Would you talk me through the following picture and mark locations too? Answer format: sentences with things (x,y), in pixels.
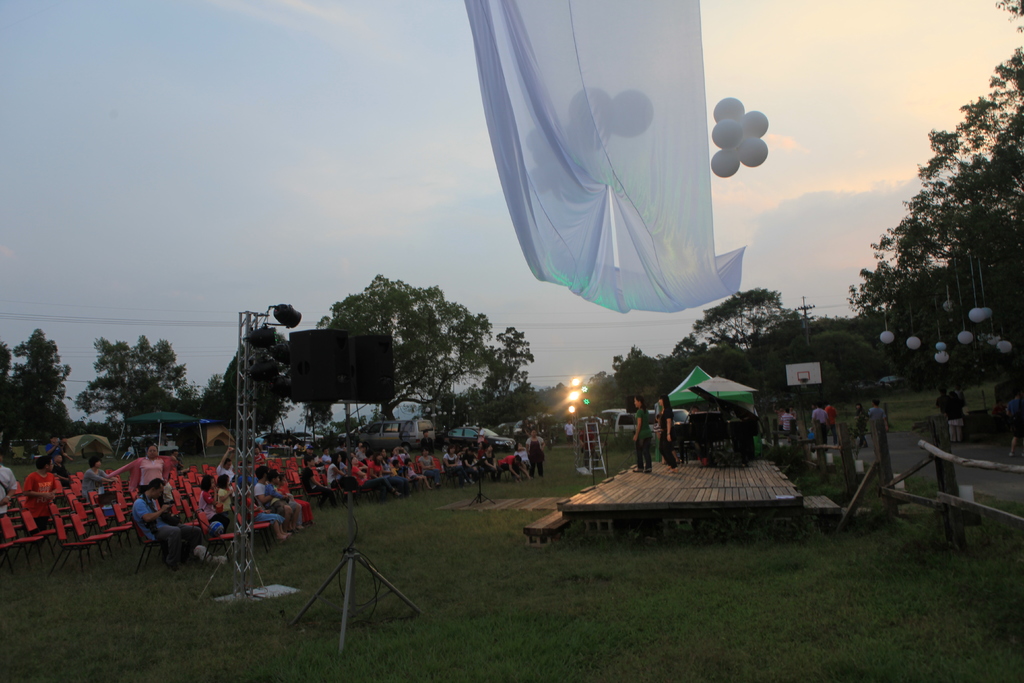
In this image, we can see some people (411,468) sitting on chairs (10,524). There are two persons (668,415) standing on the stage (662,465). There is a pole (250,391) on the left side of the image (244,398). There is a cloth (618,50) and balloons (749,146) at the top of the image (749,131). In the background of the image (825,250), there are some trees (488,364) and sky (240,203).
